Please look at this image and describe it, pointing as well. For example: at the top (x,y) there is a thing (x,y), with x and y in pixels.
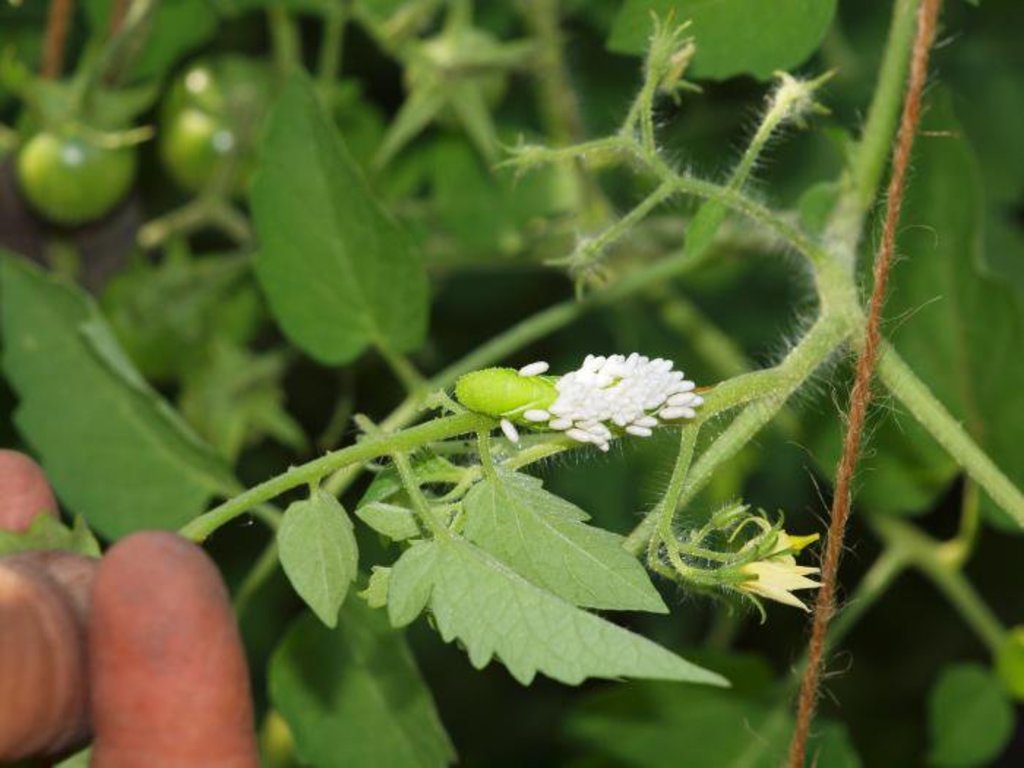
Here we can see a plant (121,443) and rope (913,46). Background (848,623) it is blur.
